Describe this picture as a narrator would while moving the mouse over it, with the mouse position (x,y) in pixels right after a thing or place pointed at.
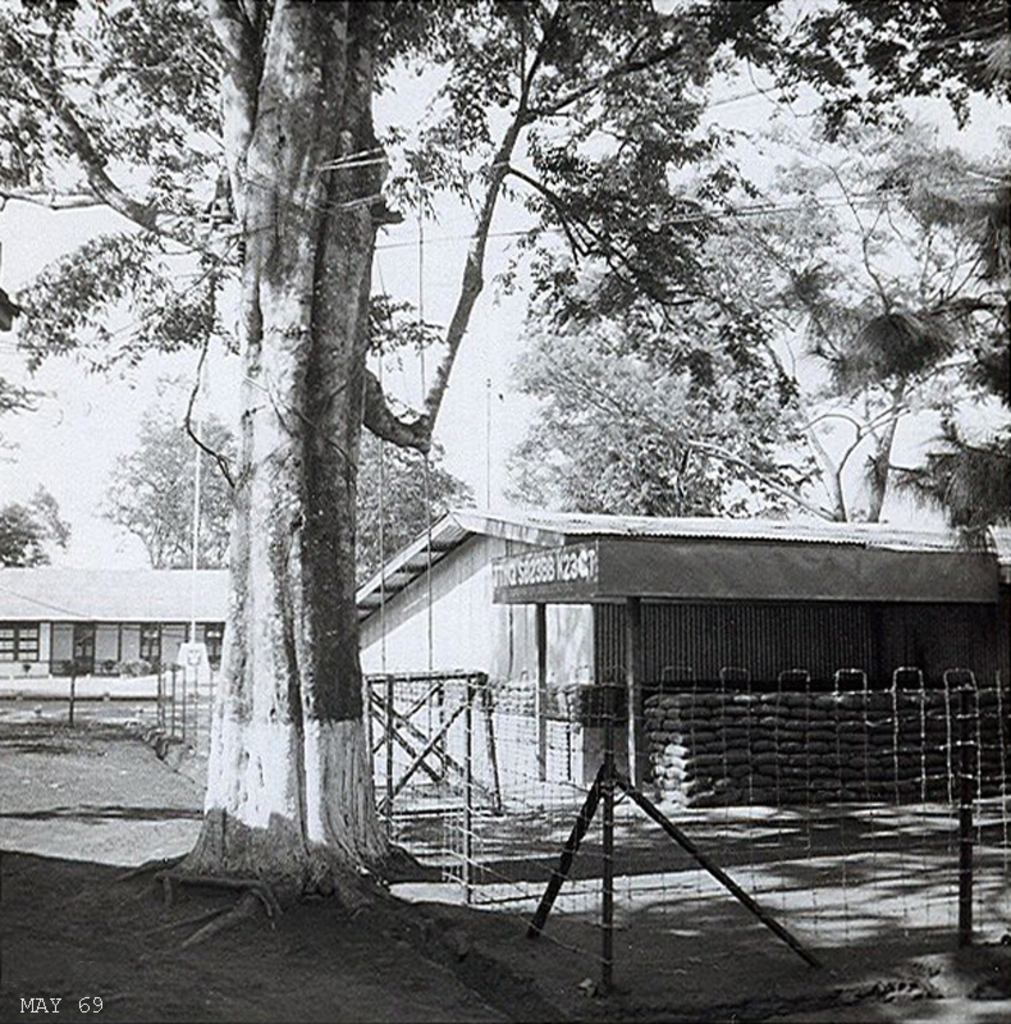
It is a black and white picture. In the bottom left side of the image, we can see some text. In the background (394,461) we can see the sky (798,371), trees (956,454), poles (963,731), wires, buildings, banners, fences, bags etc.
